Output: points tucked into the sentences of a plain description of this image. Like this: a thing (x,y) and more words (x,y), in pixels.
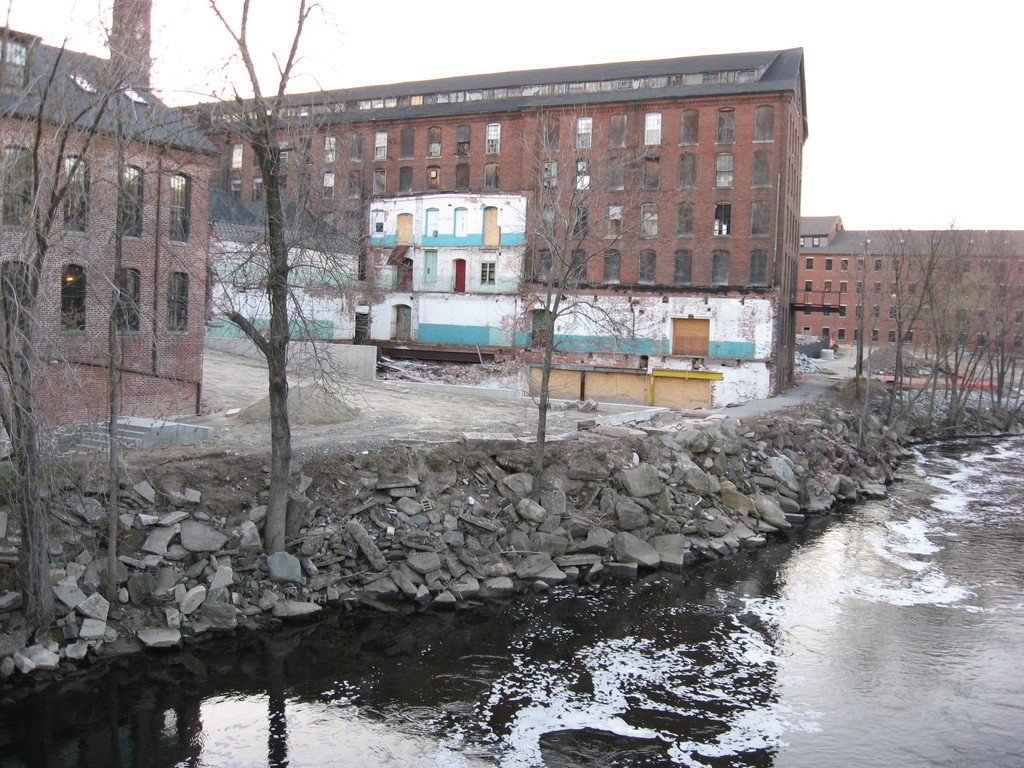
Here we can see water (671,620), stones (361,588), trees (1008,362), and buildings (604,287). In the background (919,194) there is sky (514,50).
